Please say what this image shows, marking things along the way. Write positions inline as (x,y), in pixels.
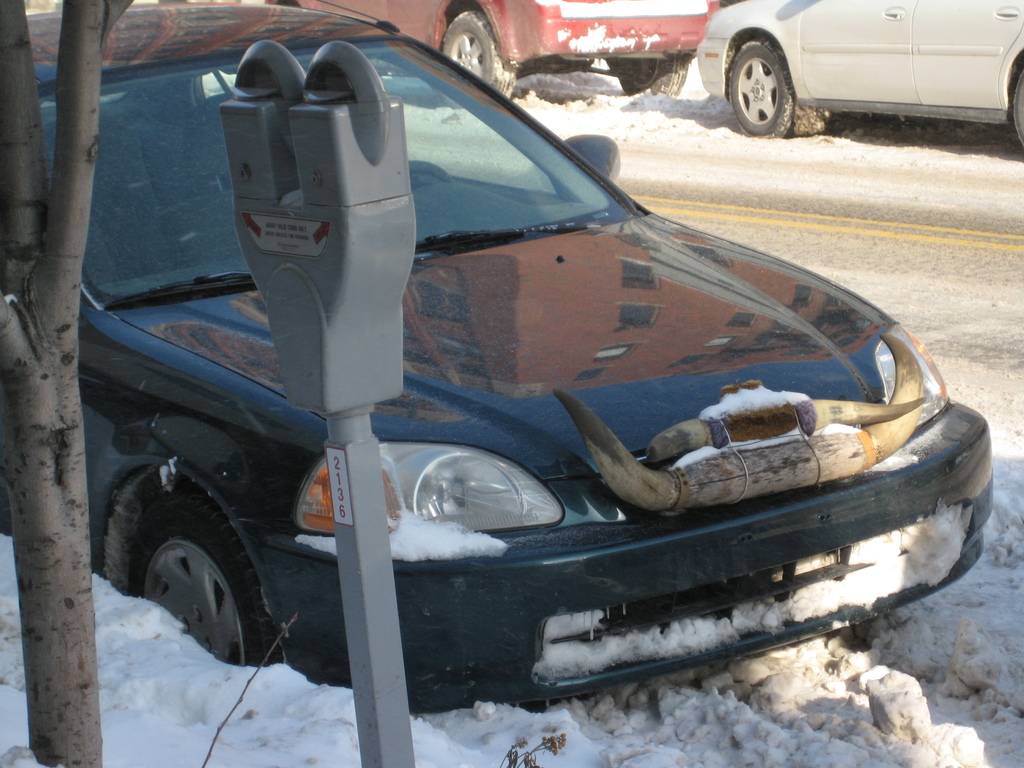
In this image, there are a few vehicles (819,28). We can see the ground (995,508) covered with snow (556,730). We can see a pole (393,640) and the trunk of a tree (59,719).
